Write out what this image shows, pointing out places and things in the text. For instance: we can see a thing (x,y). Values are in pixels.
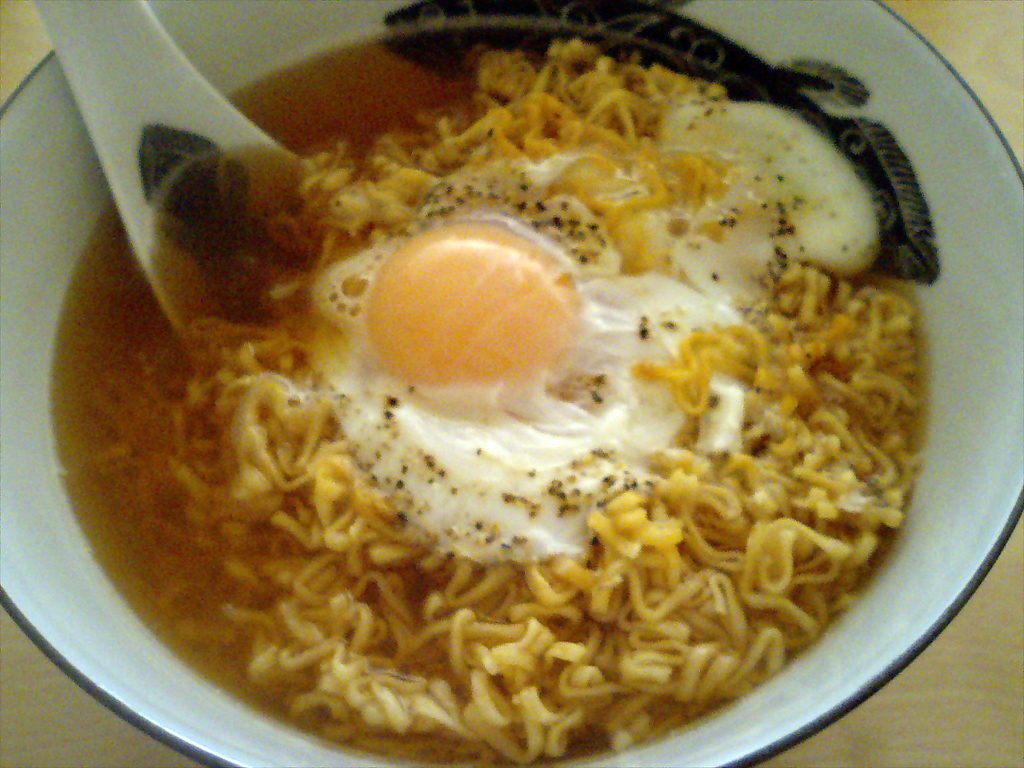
In this image, we can see noodles (725,511), egg (499,347) and spoon (222,137) in a white color bowl (939,56). The bowl (857,687) is on the wooden surface (123,741).
